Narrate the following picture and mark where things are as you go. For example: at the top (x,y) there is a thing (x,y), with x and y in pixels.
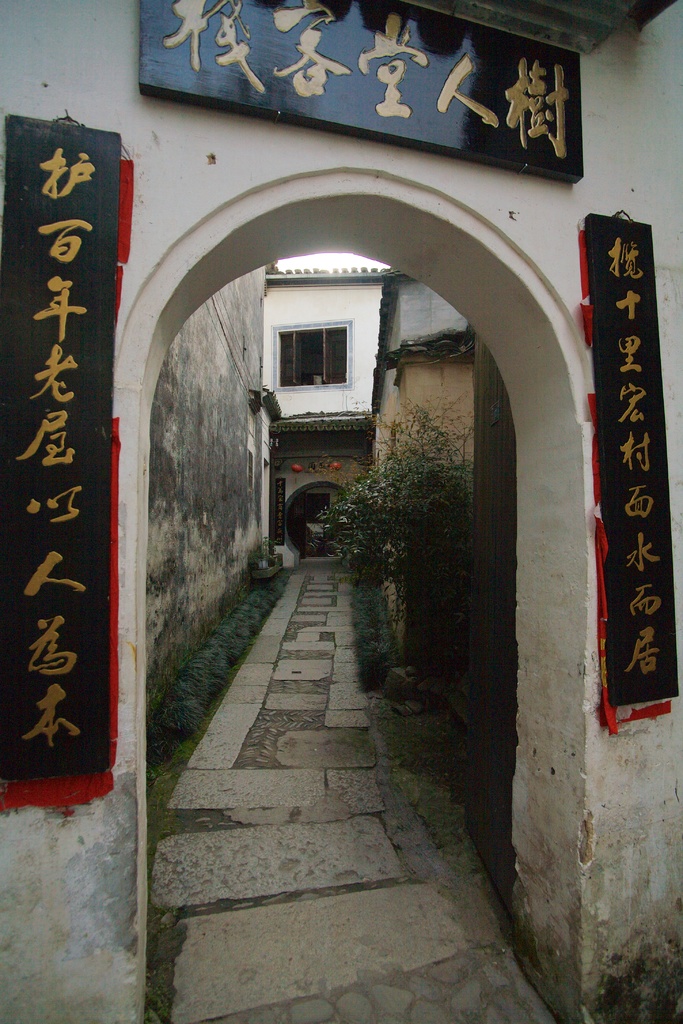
In the image in the center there is an arch (526,889) and banners (40,634). In the background (305,405) there is a building (313,488), wall (491,206), window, grass (164,741), plants (412,451) etc.
